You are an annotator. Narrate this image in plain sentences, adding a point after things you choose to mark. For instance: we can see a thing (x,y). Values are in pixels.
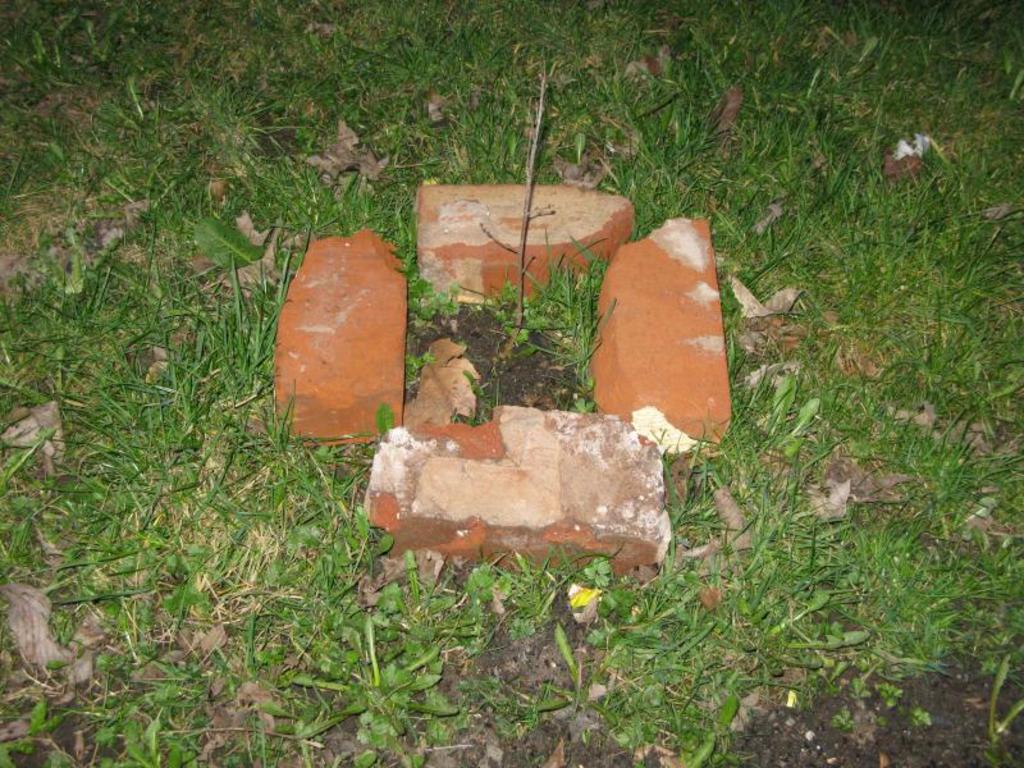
In the center of the image (523,293) there is a plant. Around the plant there are bricks (361,345). At the bottom of the image (266,601) there is grass (510,22) on the surface (437,175).
